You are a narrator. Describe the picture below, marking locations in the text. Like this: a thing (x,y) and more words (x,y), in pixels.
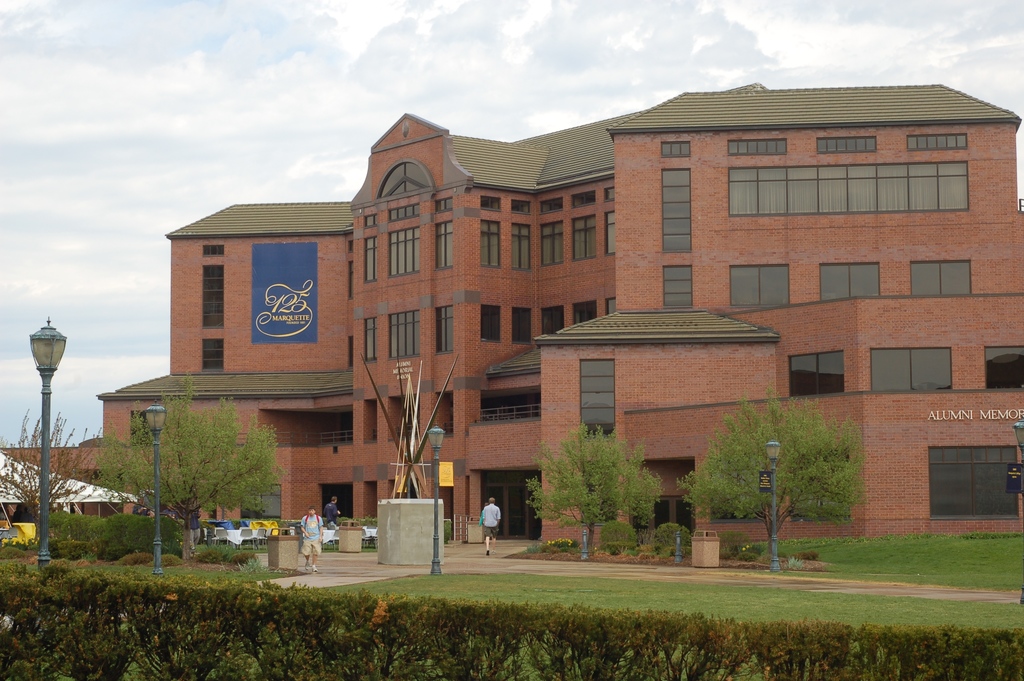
In this image there is a garden (409,629), in the background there are light poles (156,536), trees (771,536) and few people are walking on the pavement (451,560) and there is a building (749,195), behind the building (329,428) there is the sky (252,55).
